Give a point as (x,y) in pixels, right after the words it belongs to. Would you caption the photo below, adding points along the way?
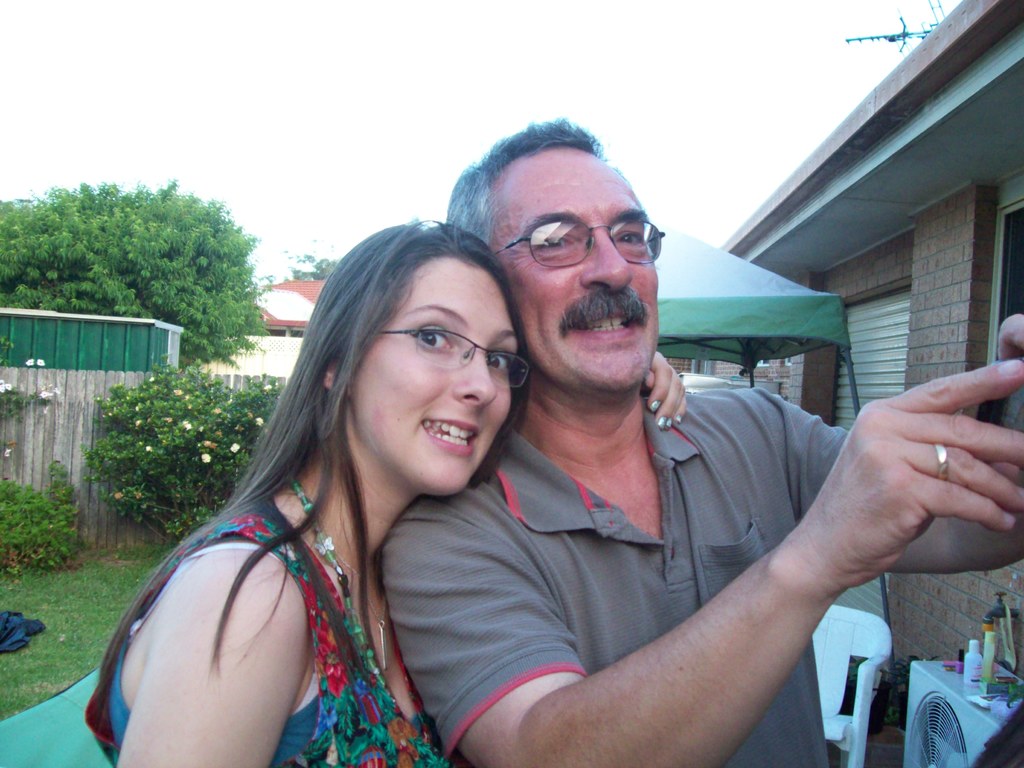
In this image there are two persons (557,185) standing and smiling, there are some items (965,667) on the air conditioner (930,685), there is a chair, there are houses (963,626), plants (907,660), trees (0,265), and in the background (268,166) there is sky (732,39).
